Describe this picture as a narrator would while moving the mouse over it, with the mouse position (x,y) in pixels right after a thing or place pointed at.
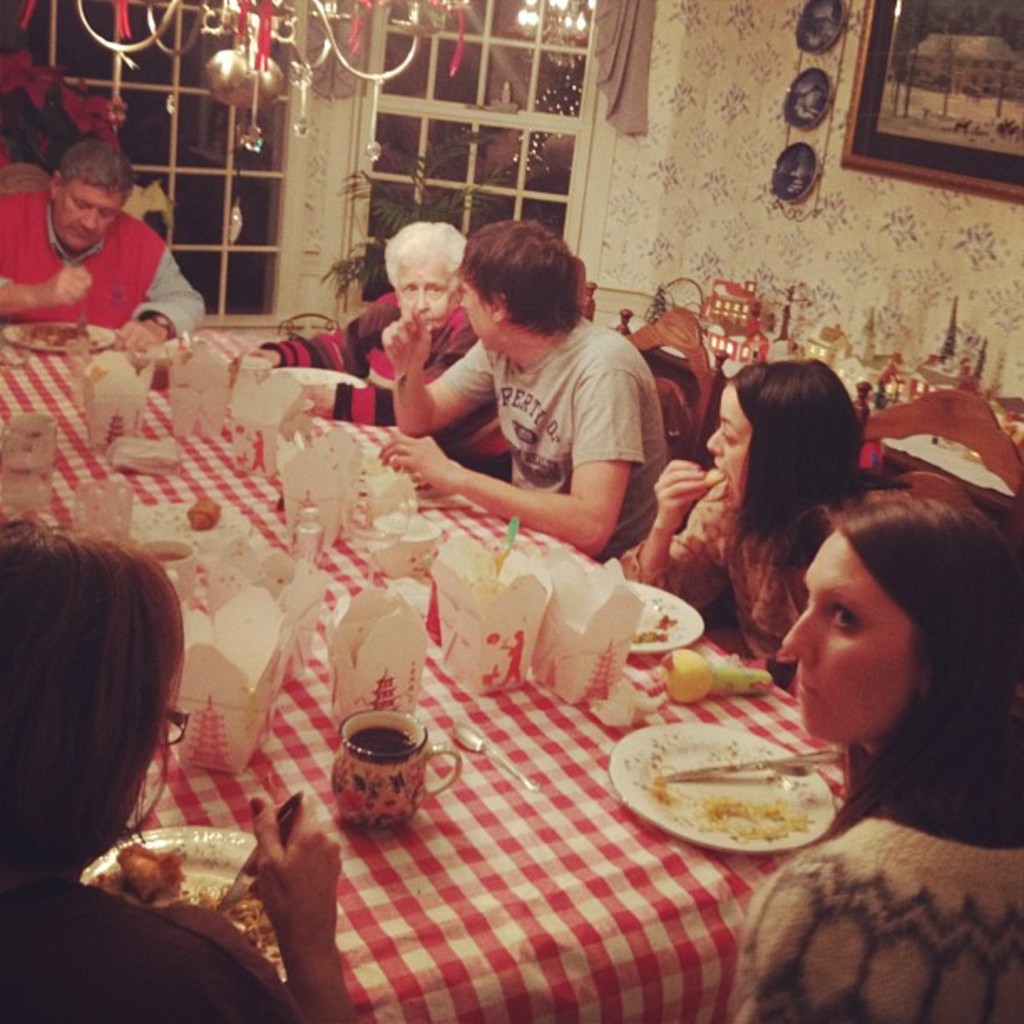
In this picture there are a group of people (790,603) and having their meal (773,744).
